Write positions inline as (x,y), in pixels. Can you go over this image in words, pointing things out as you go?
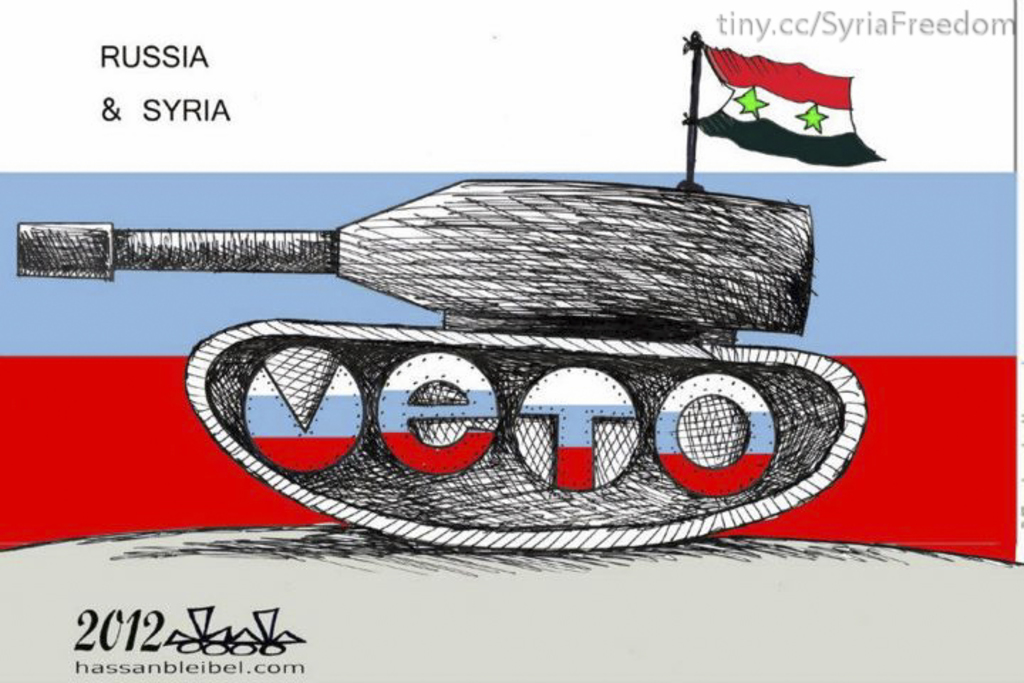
In this picture we can see a white color object (615,112) seems to be the poster (288,111) on which we can see the text (188,666), numbers (137,624) and the picture (431,422) of a tank (438,282) and a picture (762,108) of a flag (770,111) and some other pictures (272,498).
